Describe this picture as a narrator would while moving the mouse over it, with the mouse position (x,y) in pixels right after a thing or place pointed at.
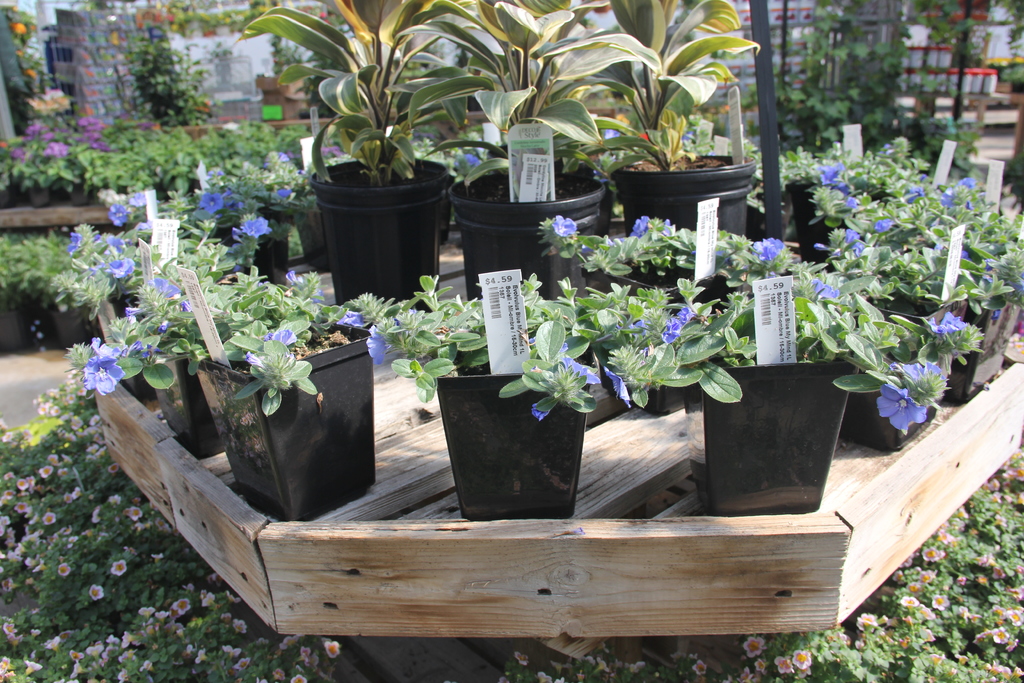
In this image we can see group of flower plants (280,334) placed in several pots (224,366) which are placed on a wooden table (814,528). In the background (971,79) we can see group of containers (976,91) and poles (759,66).
